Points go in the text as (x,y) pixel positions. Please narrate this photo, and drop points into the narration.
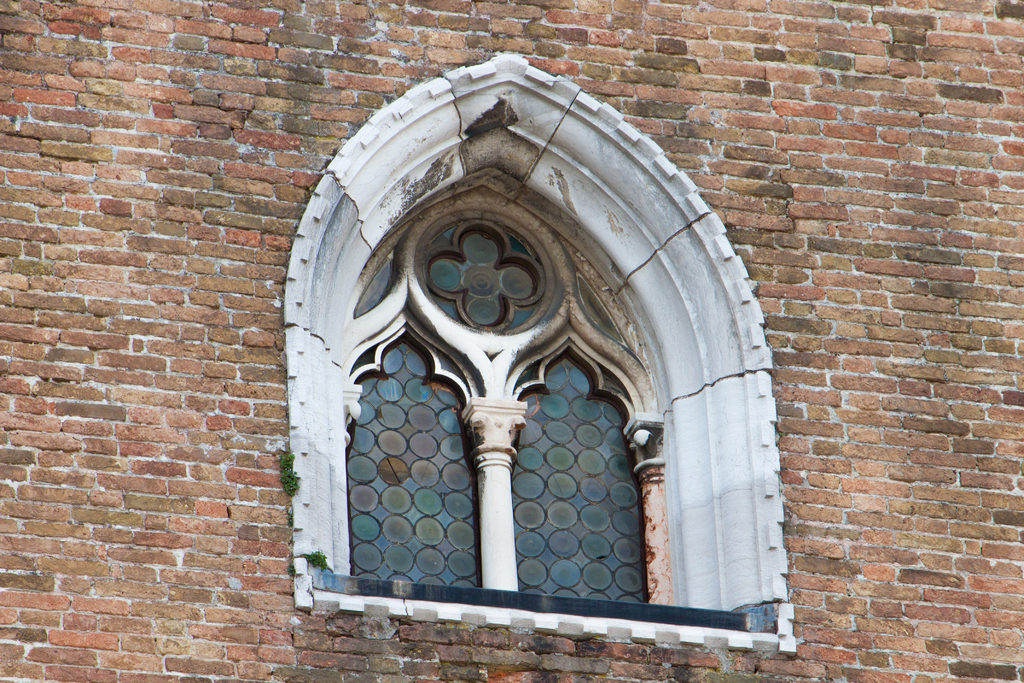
In this image we can see a wall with a window (454,465).
